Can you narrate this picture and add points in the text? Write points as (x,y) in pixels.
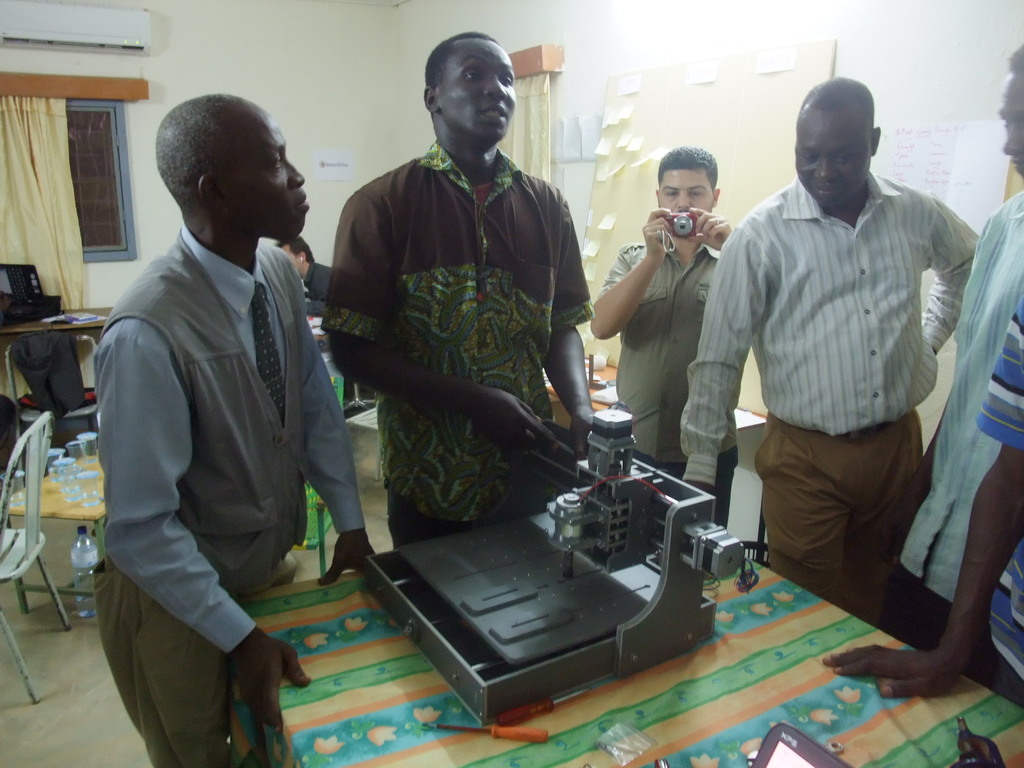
In the image there are few men (824,395) standing around table (581,746) with a machine (510,631) on it, in the back (666,259) there is a man (673,250) clicking picture, over the left side there are tables (65,502) and chairs (21,364) with window (102,176) on the wall (153,31) and ac (132,21) on the top (107,13).
